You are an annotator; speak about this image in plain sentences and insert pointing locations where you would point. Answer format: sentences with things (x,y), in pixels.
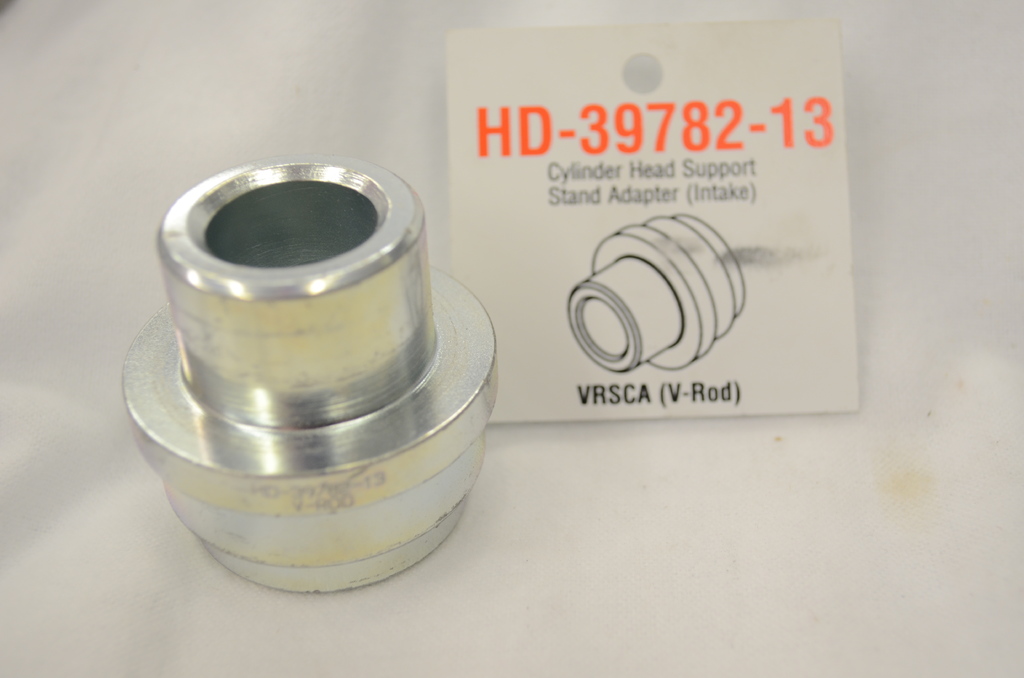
In this picture I can see a metal object (400,243) with a label (505,36) besides this object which is mentioned as HD 397 82 13 cylinder head support stand adapter intake.
